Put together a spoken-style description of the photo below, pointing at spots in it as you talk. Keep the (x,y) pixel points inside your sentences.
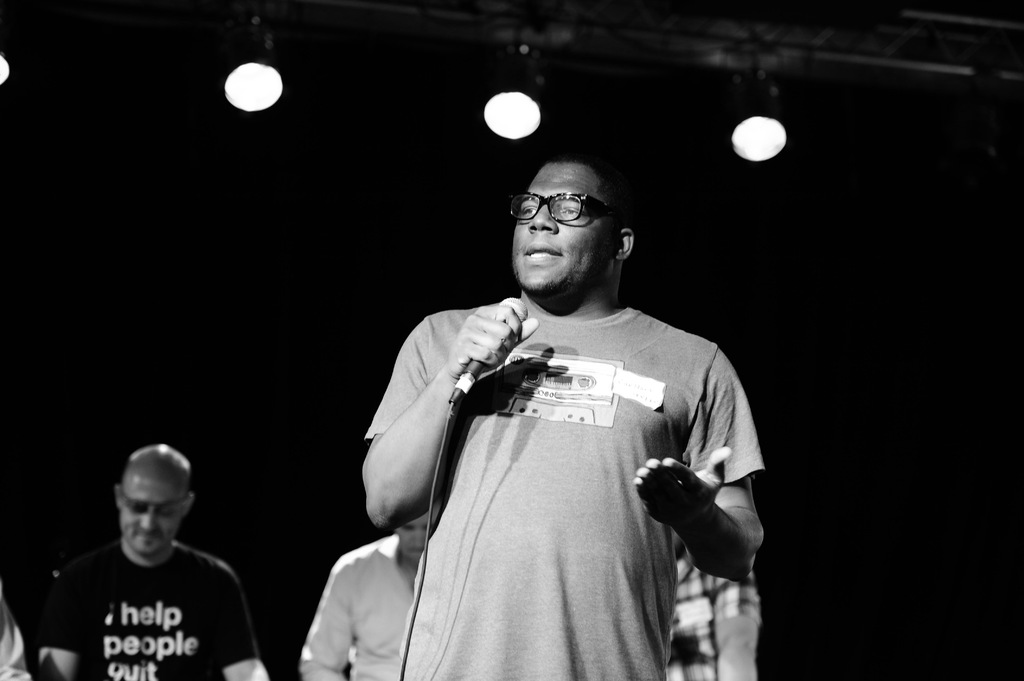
In the picture there is a man (649,399), he is catching a microphone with his hand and talking, behind him there people (207,592) sitting, there are many lights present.
